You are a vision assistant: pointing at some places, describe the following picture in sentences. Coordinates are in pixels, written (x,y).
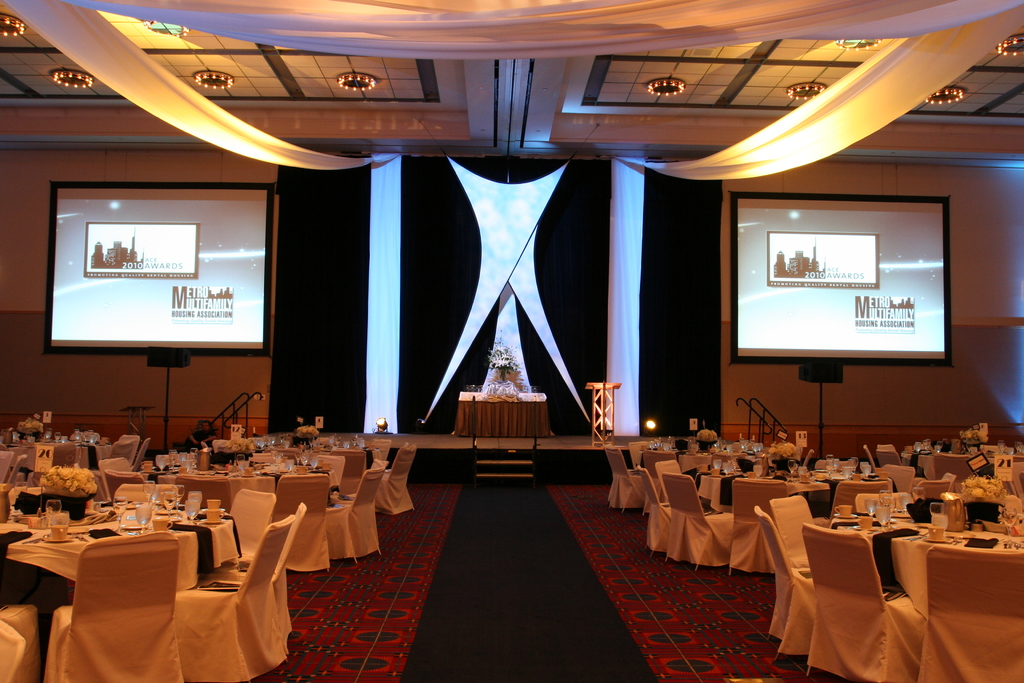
This picture is an inside view of a room (491,309). In this picture we can see the tables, chairs (279,513). On the tables (216,472) we can see the cloths (197,522), glasses (937,522), boards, flower pots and some objects (5,501). In the background of the image (501,405) we can see the screen (224,302), wall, table (507,413), cloth (499,398), flower pot (502,377), lights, stage (580,476). At the bottom of the image (492,594) we can see the floor (396,531). At the top of the image (564,104) we can see the roof (611,115), lights (815,95) and clothes (940,69).
